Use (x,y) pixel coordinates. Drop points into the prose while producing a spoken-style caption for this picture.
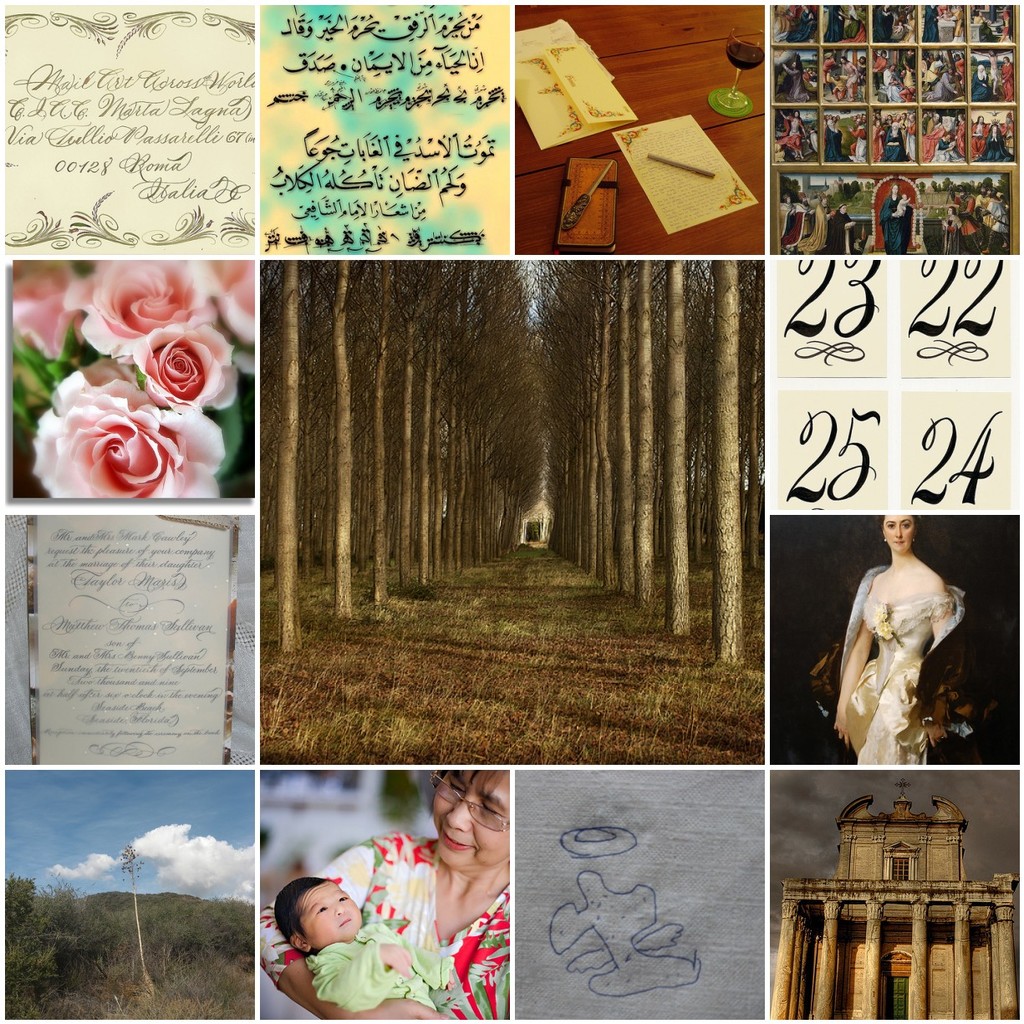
It is a collage picture. In the image we can see some trees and building (921,1006), clouds (248,881) and sky (50,829), flowers (157,336), papers (127,687), glasses (752,66), pens (565,225) and a woman (915,523).
